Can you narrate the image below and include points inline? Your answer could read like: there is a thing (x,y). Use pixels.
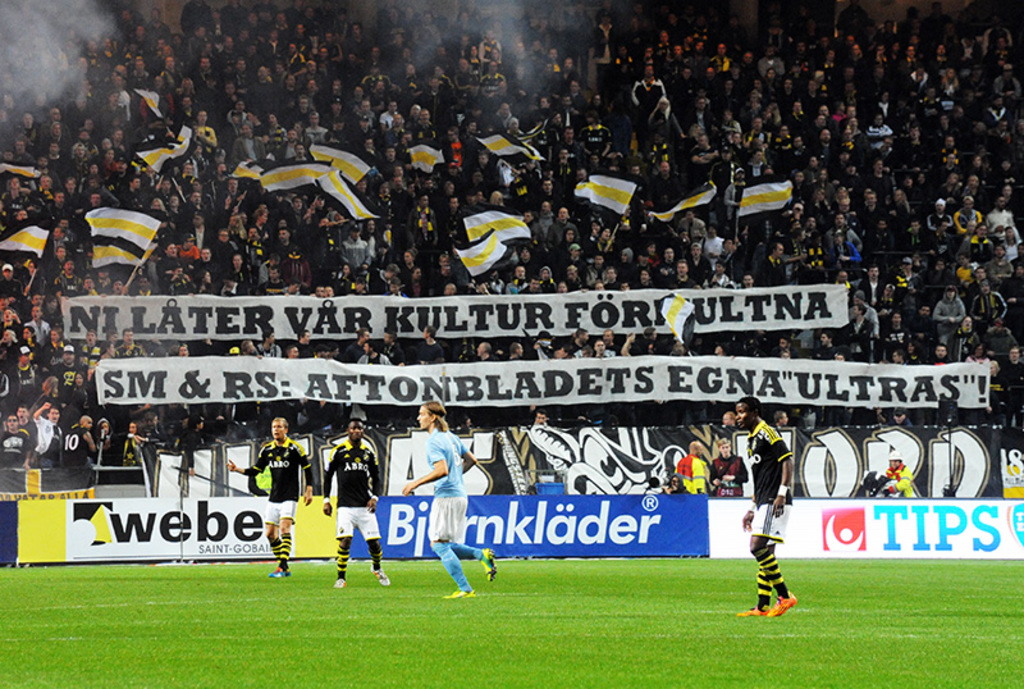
In this picture we can see four persons (360,520) playing game, at the bottom (551,621) there is grass (537,604), we can see some people (462,204) standing in the background (338,204), some of them are holding flags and some of them holding banners (218,360), we can see hoardings (725,528) here.
